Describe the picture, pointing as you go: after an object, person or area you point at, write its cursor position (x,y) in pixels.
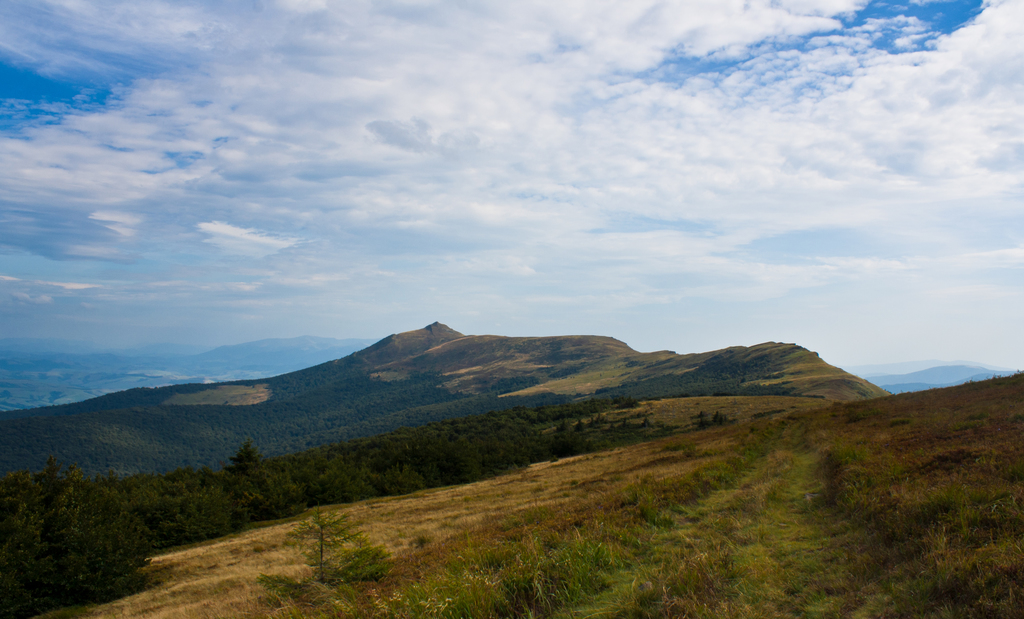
In this picture I can see the mountain (584,366), trees (206,495), plants (571,445) and grass (460,485). At the top (312,98) I can see the sky (579,83) and clouds (579,83).
